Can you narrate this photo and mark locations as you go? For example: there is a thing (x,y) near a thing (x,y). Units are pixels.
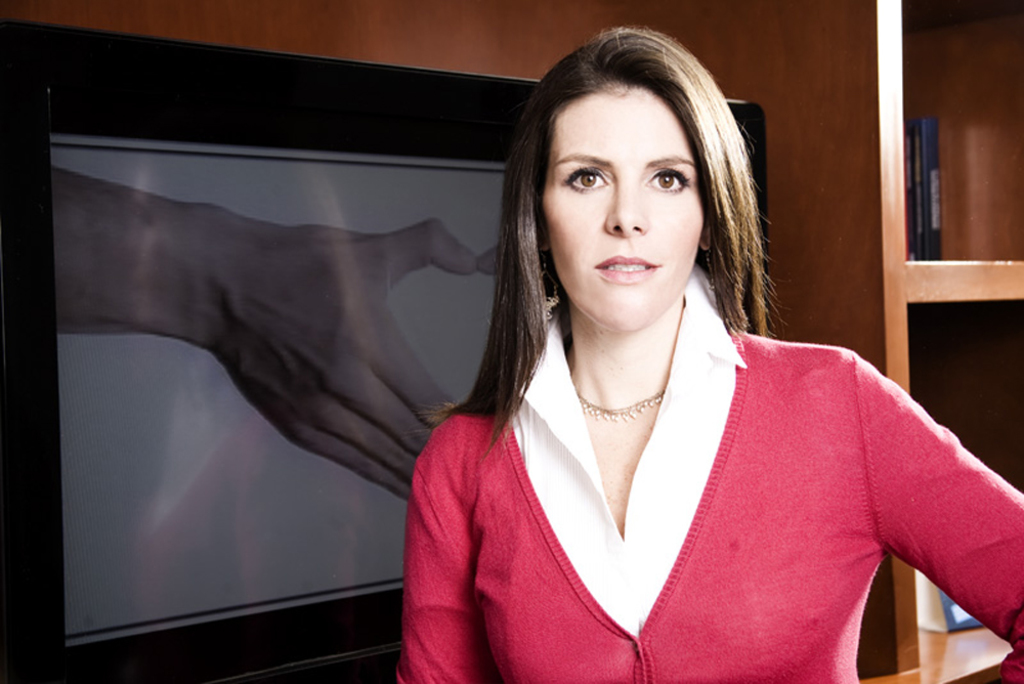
This is the woman (679,596) standing. She wore a red and white colored dress (679,581). This looks like a television (177,220) with a display (330,196). I think this is the wooden rack (988,388).
